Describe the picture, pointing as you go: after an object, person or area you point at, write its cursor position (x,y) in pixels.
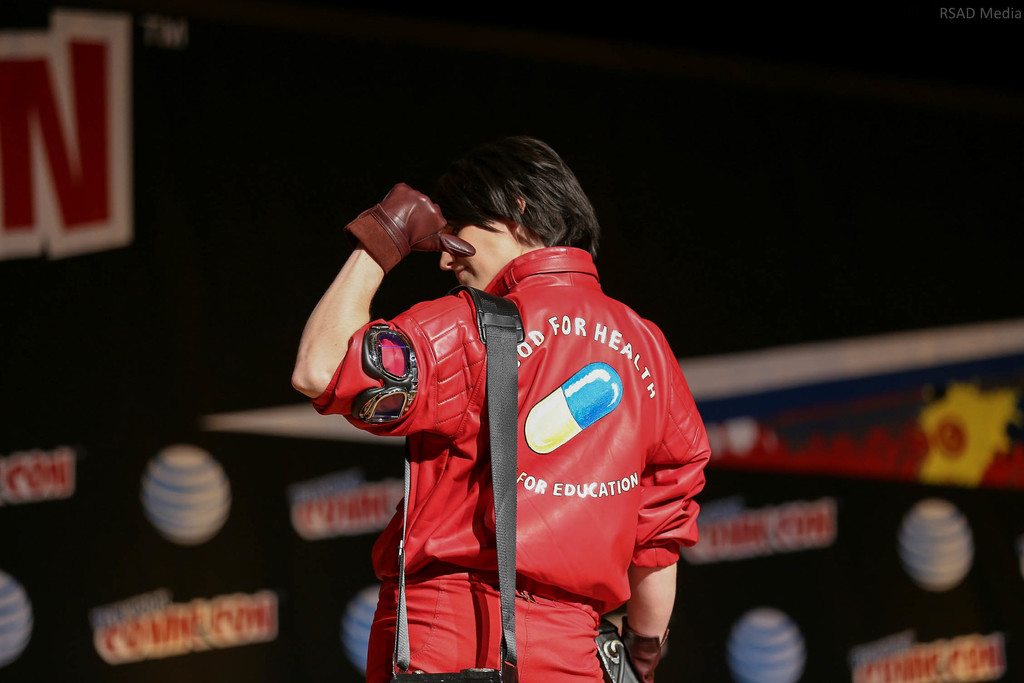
This person (504,294) wore gloves (401,255). Background (678,252) it is in black color with images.
